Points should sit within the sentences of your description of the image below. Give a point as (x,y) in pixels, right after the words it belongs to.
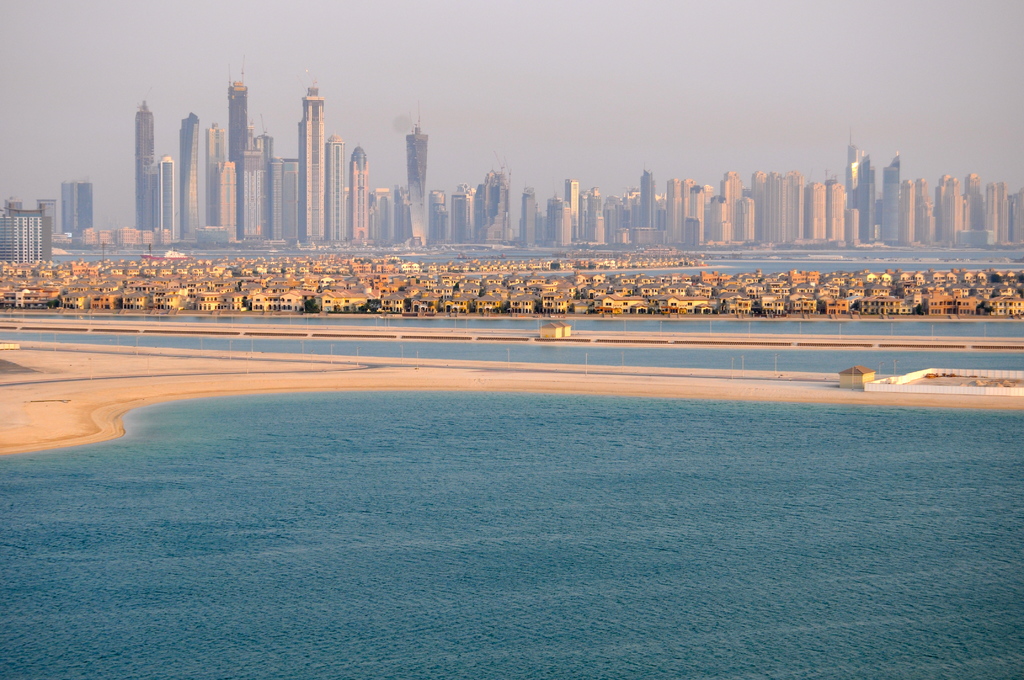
In this picture we can see water (640,404), sand (739,397) and few buildings (265,279).
